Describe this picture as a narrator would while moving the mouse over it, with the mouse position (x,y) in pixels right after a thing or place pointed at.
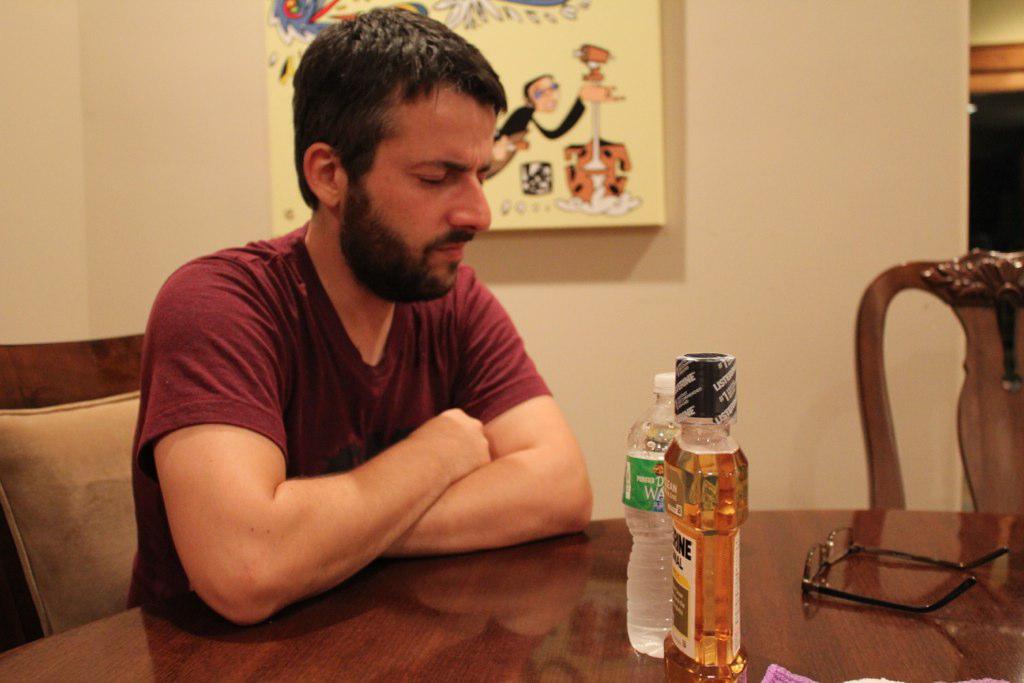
In this image we have a man (317,357) sitting in the chair (50,453) and in the table (413,618) we have a water bottle (659,596), and the mouthwash bottle (711,570), spectacles (901,606) and at the back ground (922,342) we have a wall (737,343) in which a photo frame (656,13) is attached.
